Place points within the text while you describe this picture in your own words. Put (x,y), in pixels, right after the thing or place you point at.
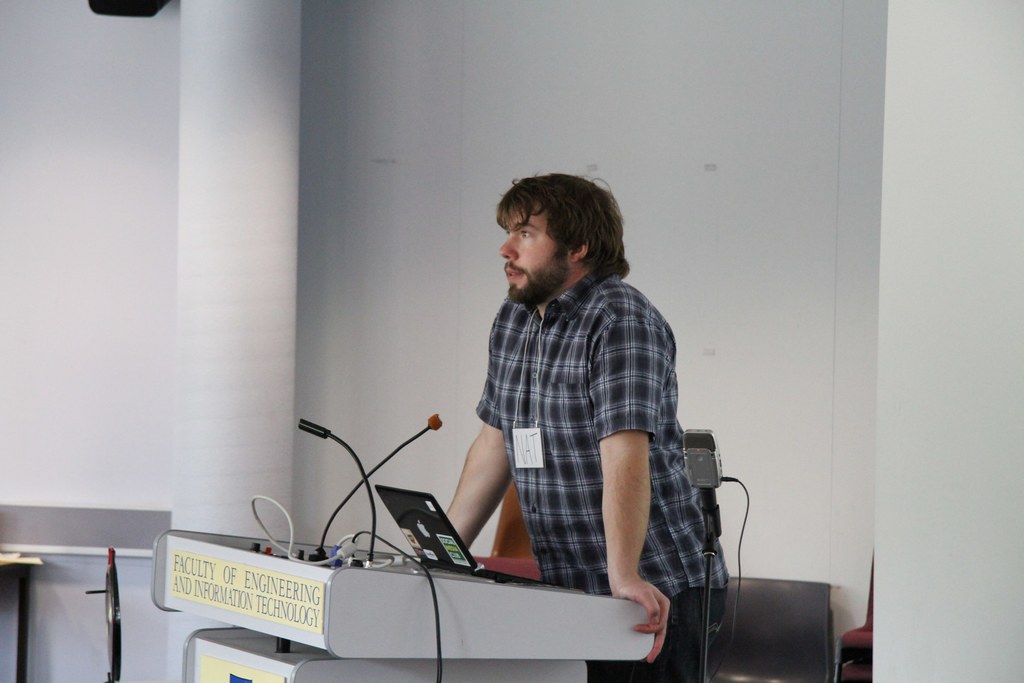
In this picture I can see a man (541,441) standing near the podium (560,659), there are mikes (395,453) and a laptop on the podium (351,565), there are chairs (868,654), and in the background (449,279) there is a wall (490,251).
